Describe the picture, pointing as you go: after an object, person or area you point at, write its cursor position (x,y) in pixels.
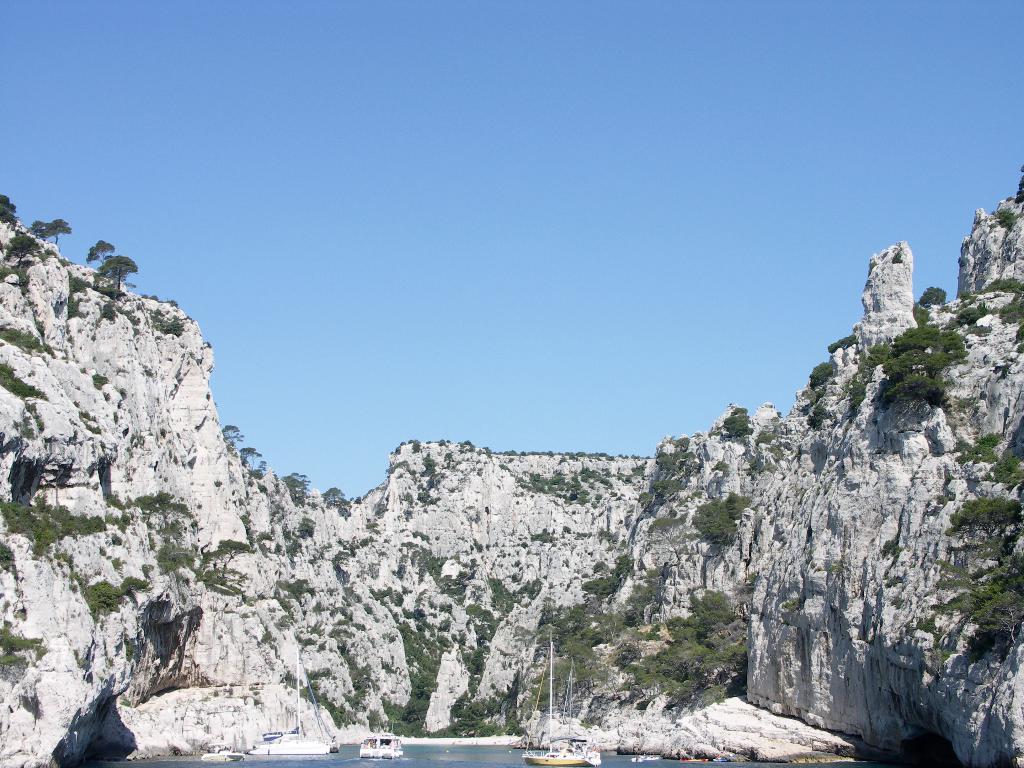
In this image there are some ships (288,753) on the water (426,754), beside that there is a rock mountain (51,385) with some plants (703,600) and clear sky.
